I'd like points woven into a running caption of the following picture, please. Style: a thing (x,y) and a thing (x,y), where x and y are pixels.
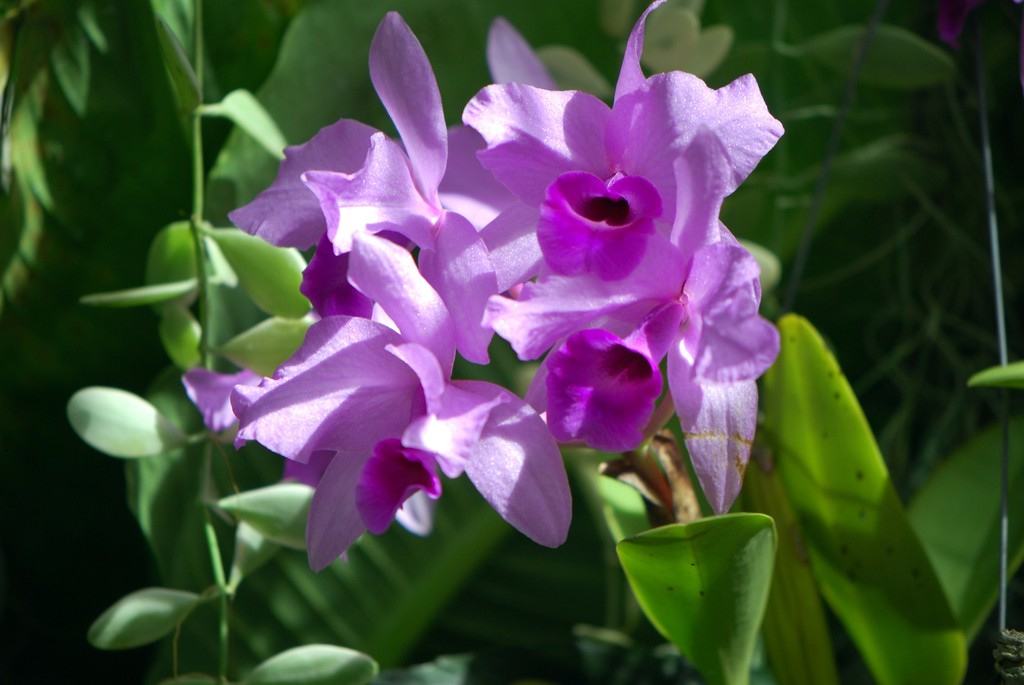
Here we can see a plant (453,246) with flowers (573,373).
